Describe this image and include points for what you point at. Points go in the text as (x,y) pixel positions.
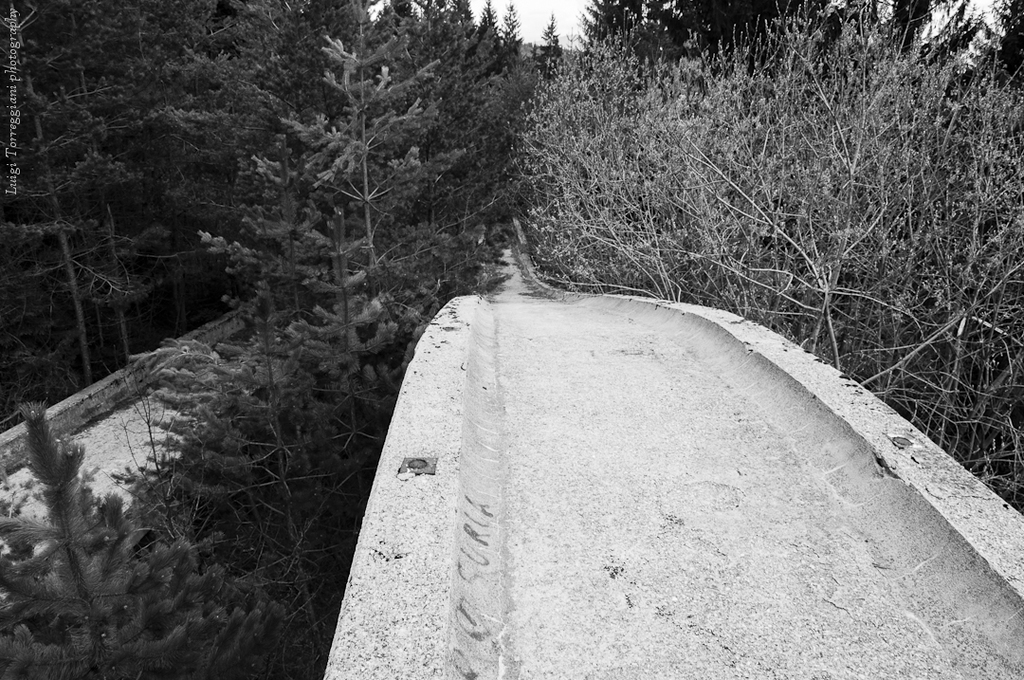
In this black and white image there is a path (408,410) in the foreground (526,396). There are trees (603,89) and sky (582,17) in the background (603,38) and text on the left side (19,67).
